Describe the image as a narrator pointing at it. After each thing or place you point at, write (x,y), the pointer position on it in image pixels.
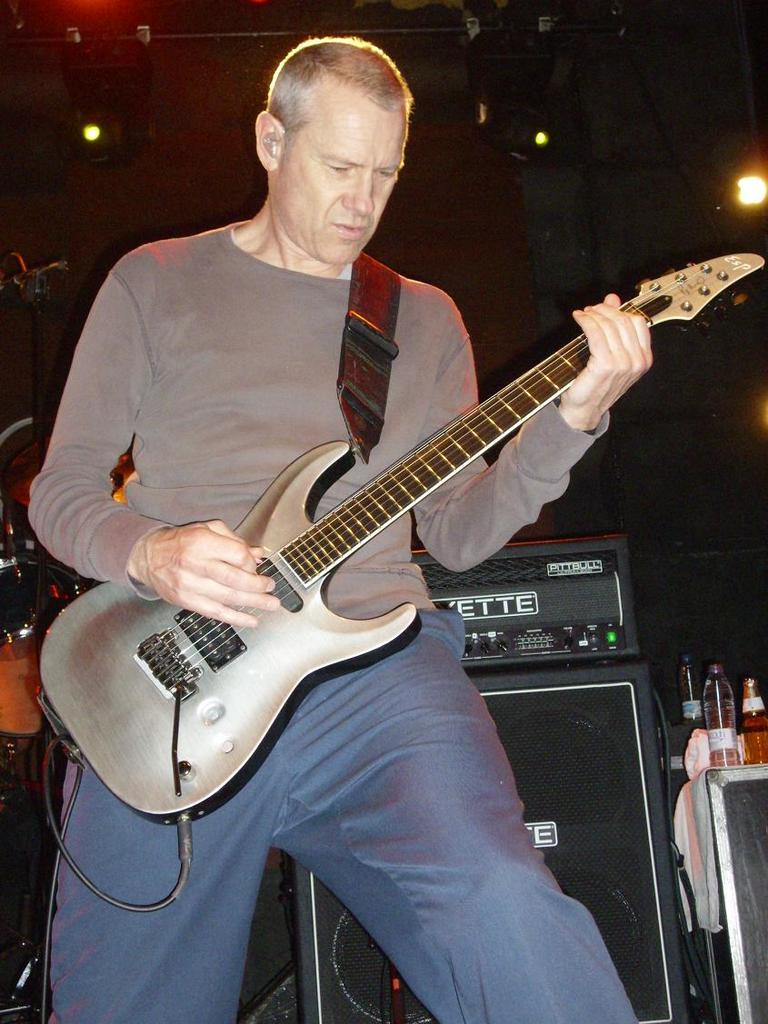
A man (284,198) is playing guitar (264,570) on a stage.
